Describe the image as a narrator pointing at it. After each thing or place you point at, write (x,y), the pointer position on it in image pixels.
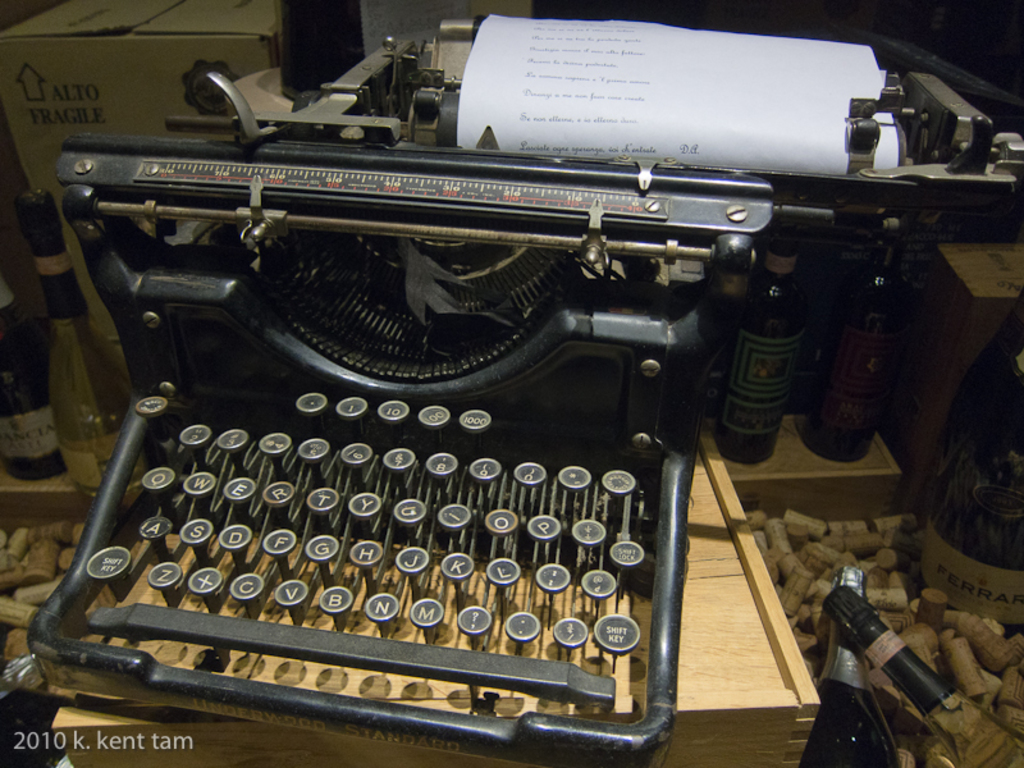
In this image I can see a black colour typewriter (505,367), a paper (496,52), a box (29,46) and number of bottles (1001,576). On this paper (573,104) I can see something is written.
